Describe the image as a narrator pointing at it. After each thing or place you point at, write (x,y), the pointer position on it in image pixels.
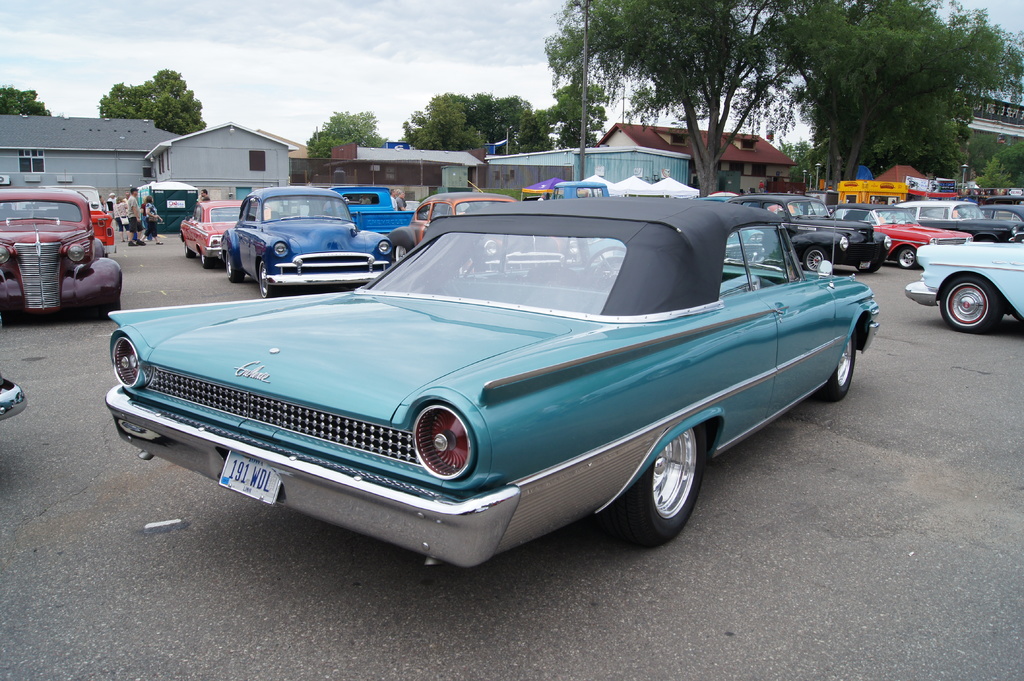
In this image I can see fleets of cars (404,355) on the road (892,292). In the background (718,177) I can see houses (404,155), trees (711,158), poles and a bridge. On the top (342,65) I can see the sky (342,65). This image is taken during a day.
